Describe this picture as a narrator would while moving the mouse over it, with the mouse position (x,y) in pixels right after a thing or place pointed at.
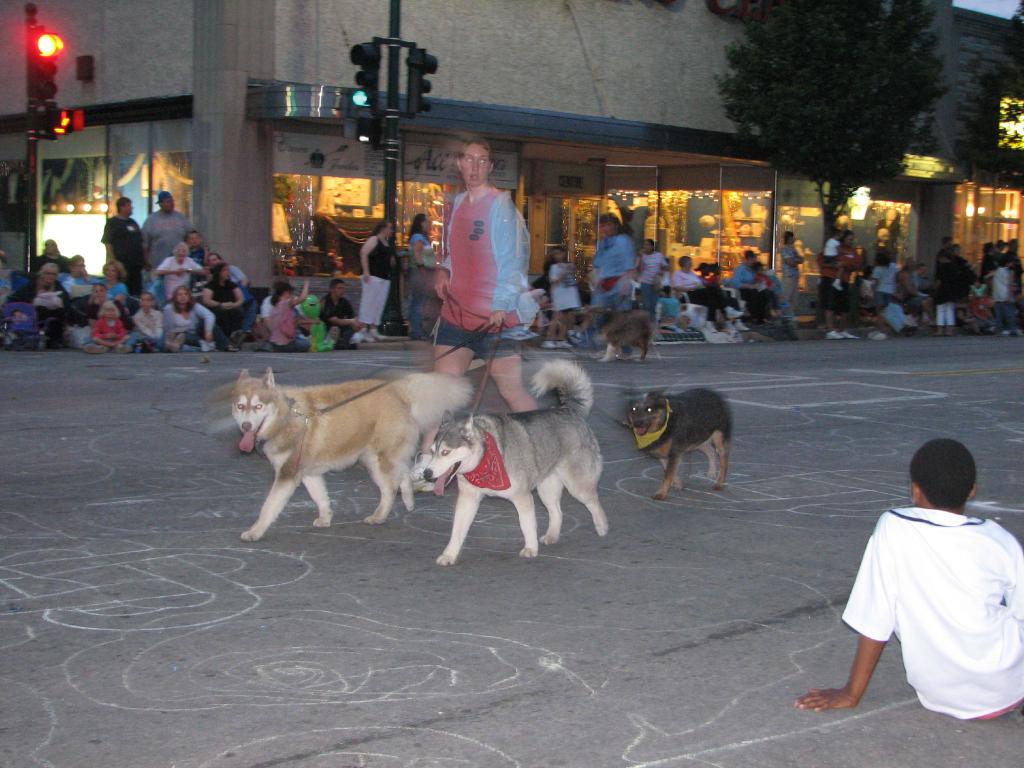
The woman (475,268) in pink T-shirt (478,242) and blue jacket (501,277) is walking with the three dogs (319,457). Behind her, we see people (564,316) sitting on the road (450,587). Beside them, there are traffic signals (30,102). Behind them, we see a building (427,140) and trees (810,57). At the bottom of the picture (469,629), we see the road (772,412). This picture is clicked in the city (557,286).
